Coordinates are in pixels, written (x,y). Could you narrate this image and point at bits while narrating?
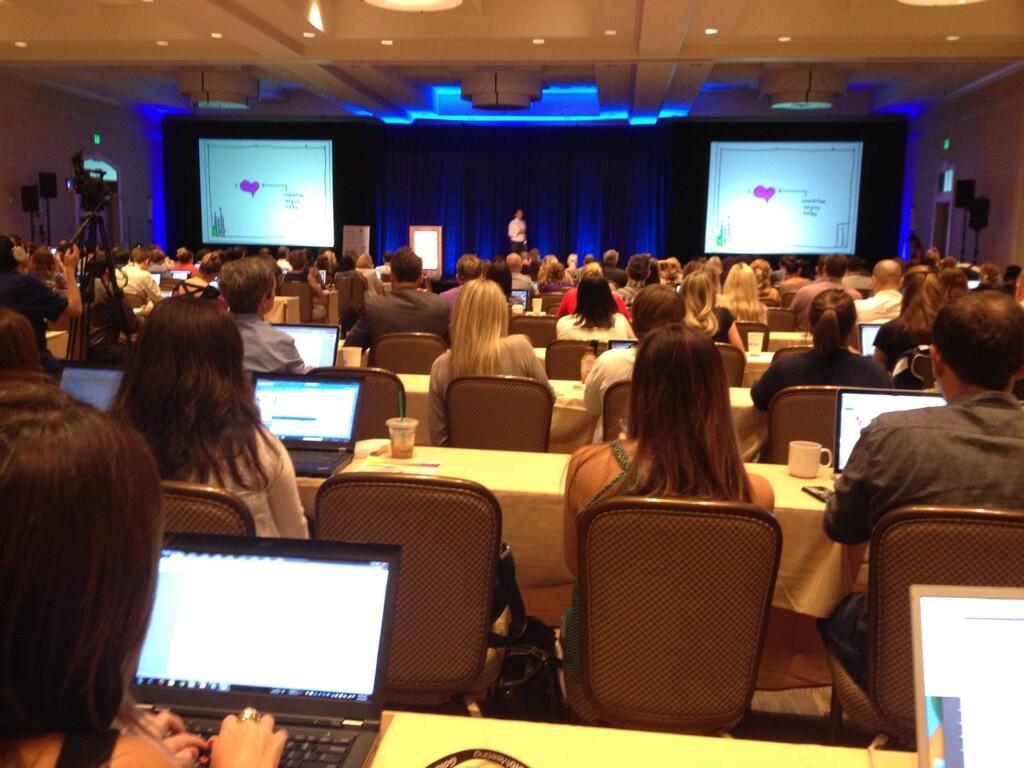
In this image i can see a group of people (155,431) sitting on chairs (607,608) and a laptop (280,620) in front of them and in the background (512,217) i can see a stage (543,246) and a person (521,243) standing on the stage (557,225), I can see 2 screens (304,201) and a camera (106,188) and few speakers (43,192).
